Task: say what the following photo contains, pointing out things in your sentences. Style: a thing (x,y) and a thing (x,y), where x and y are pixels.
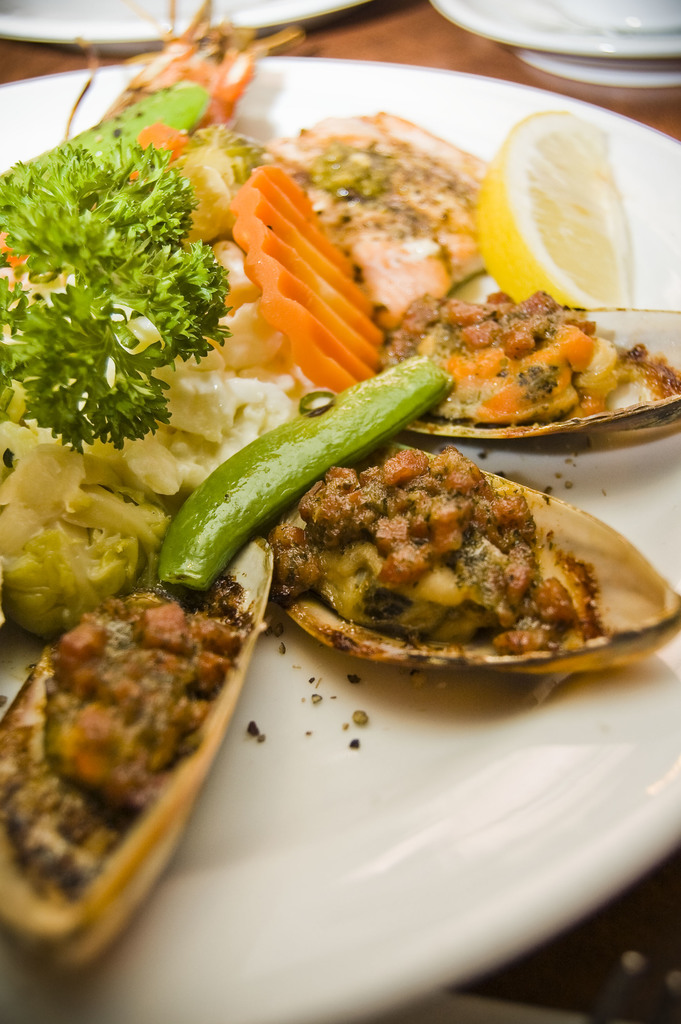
This is a zoomed in picture. In the center (275,665) there is a white color platter (666,181) containing the coriander leaves (178,310), sliced carrot (324,287), sliced lemon (525,138) and some other food items (321,554) seems to be the oysters (491,426). In the background (540,21) we can see there are some objects (621,21) placed on the top of the wooden table (419,45).
